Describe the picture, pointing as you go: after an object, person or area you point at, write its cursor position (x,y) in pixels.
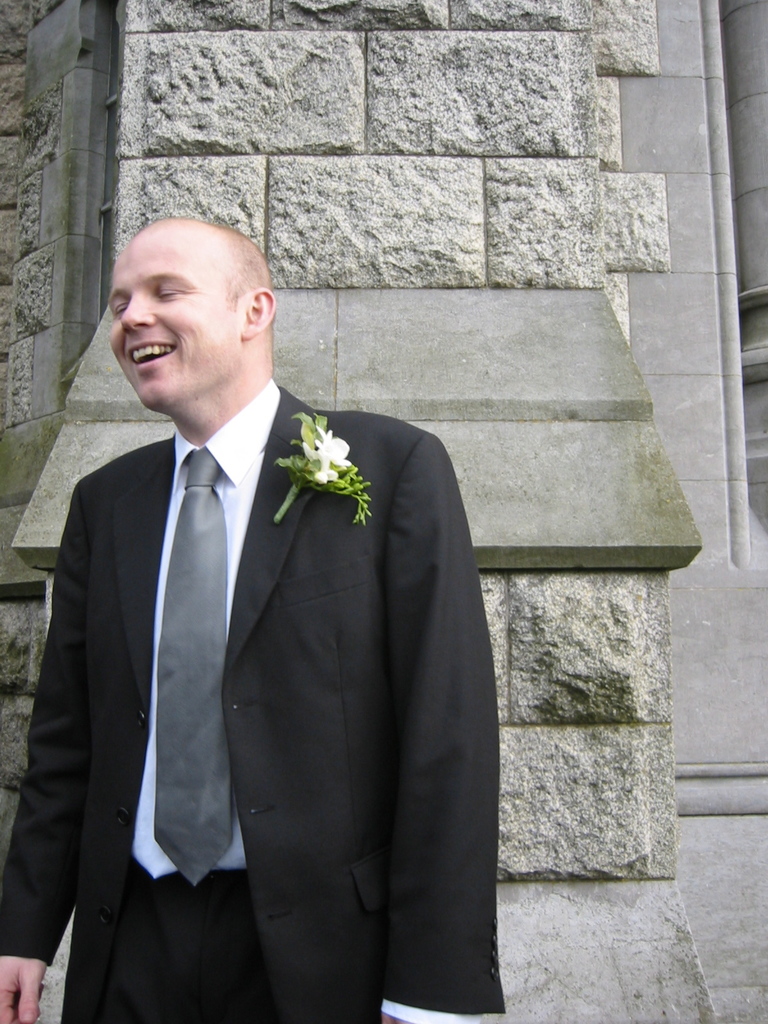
In the picture there is a person (287,638) standing in front of a pillar (456,3), he is wearing a black blazer (401,656) and a small flower bouquet (325,448) is attached to the blazer (312,632), the person (253,365) is closing his eyes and smiling.
